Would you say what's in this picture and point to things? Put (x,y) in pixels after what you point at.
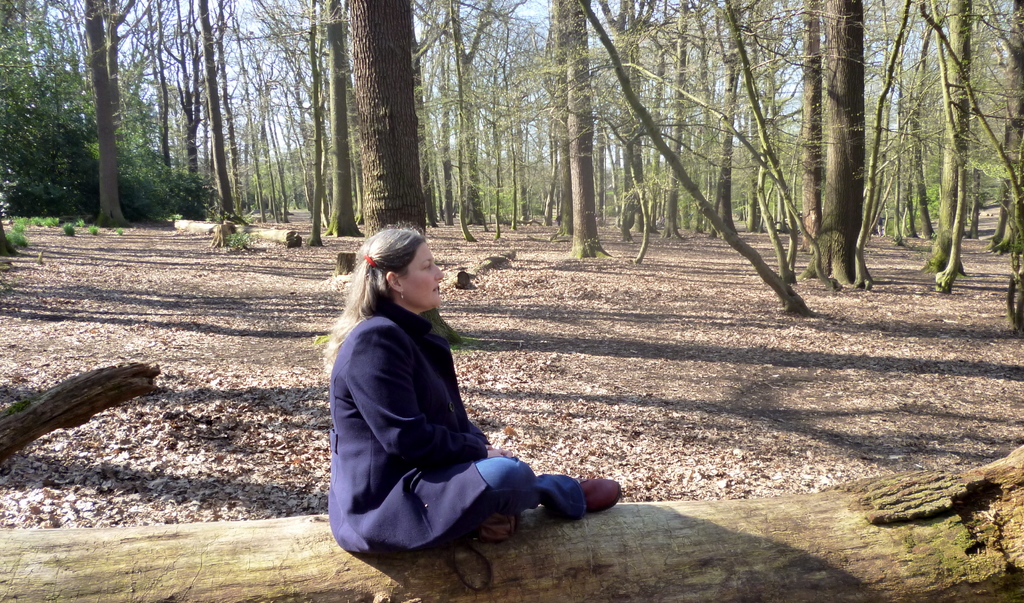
There is a lady (376,325) sitting on a wooden trunk (618,547). In the background (414,129) there are many trees (467,105) and sky (245,26).
